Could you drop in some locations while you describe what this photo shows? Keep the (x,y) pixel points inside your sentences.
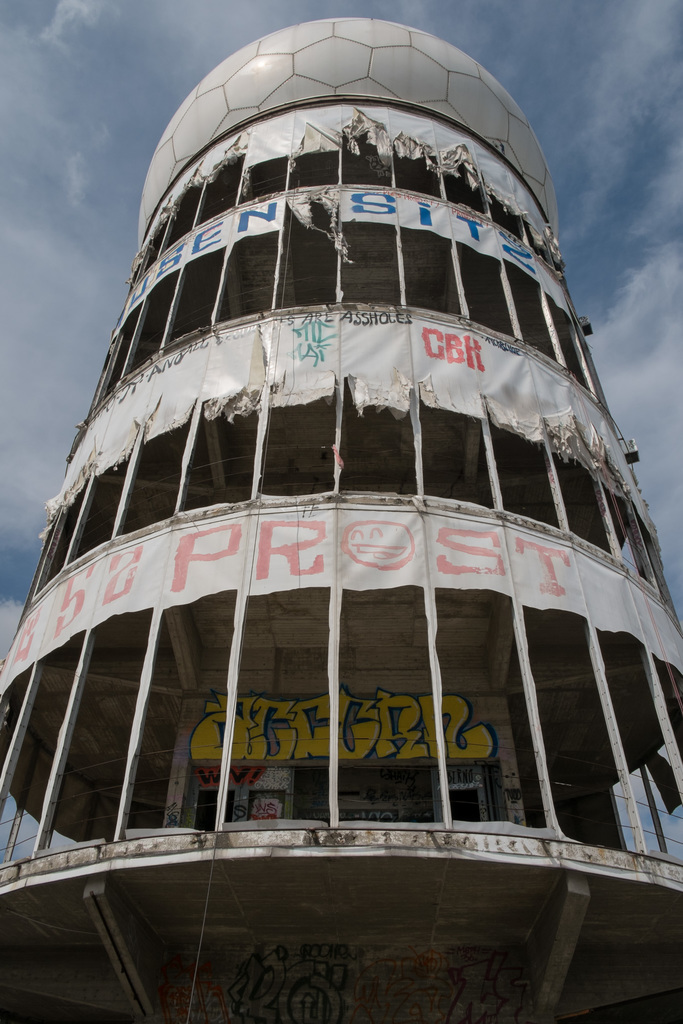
In this picture we can see building (415,844), banners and painting (383,725) on the wall (370,969). In the background of the image (429,21) we can see sky (652,313) with clouds (624,300).
